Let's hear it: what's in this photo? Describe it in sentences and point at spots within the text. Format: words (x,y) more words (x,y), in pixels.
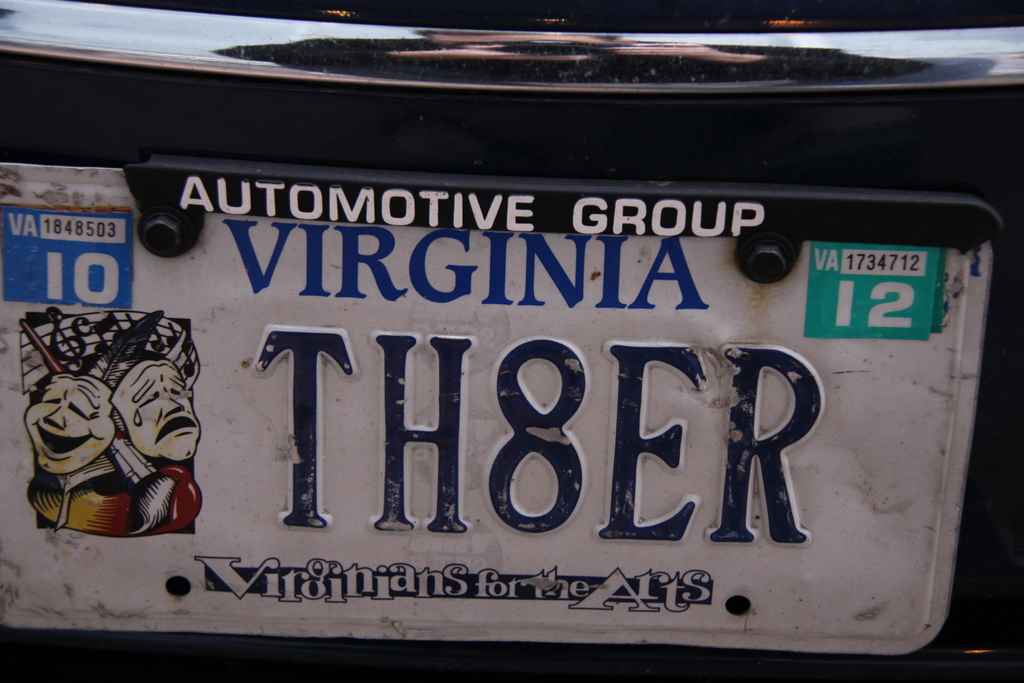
It is a number plate (356,295) of a vehicle (549,679), the number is written in a combination of alphabets (464,414) and numbers (526,354).
